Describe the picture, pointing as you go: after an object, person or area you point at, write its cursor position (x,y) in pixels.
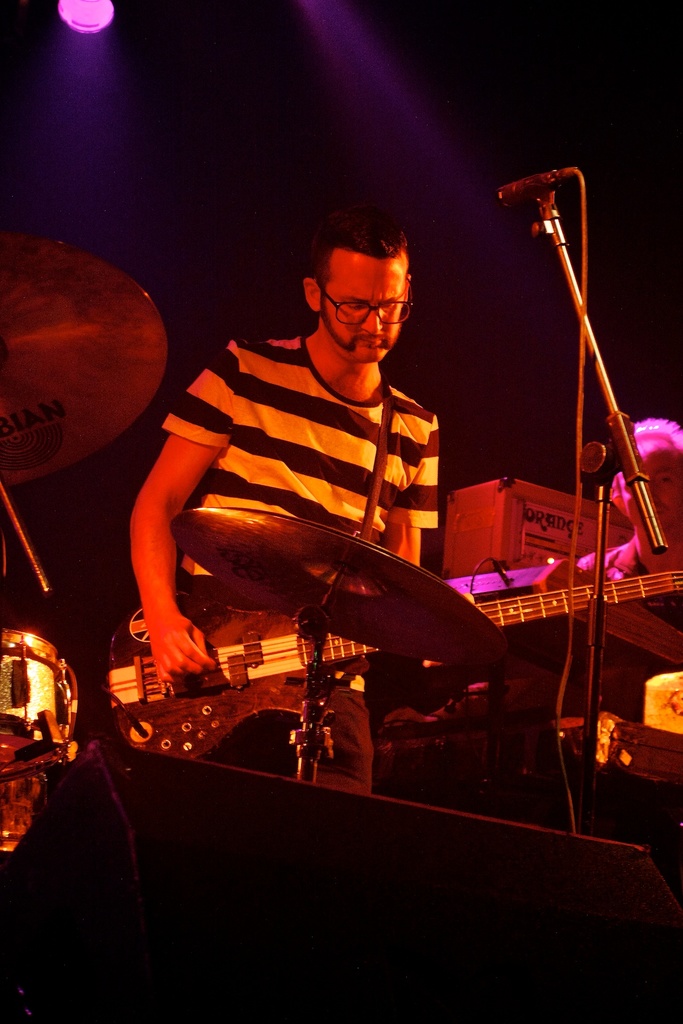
This is a picture of a man (187,638) holding a guitar (219,652) in front of the man (347,406) there is a microphone (526,192) with stand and music instruments (315,590). Background of the man (304,478) is in dark color and a light (77,17).
